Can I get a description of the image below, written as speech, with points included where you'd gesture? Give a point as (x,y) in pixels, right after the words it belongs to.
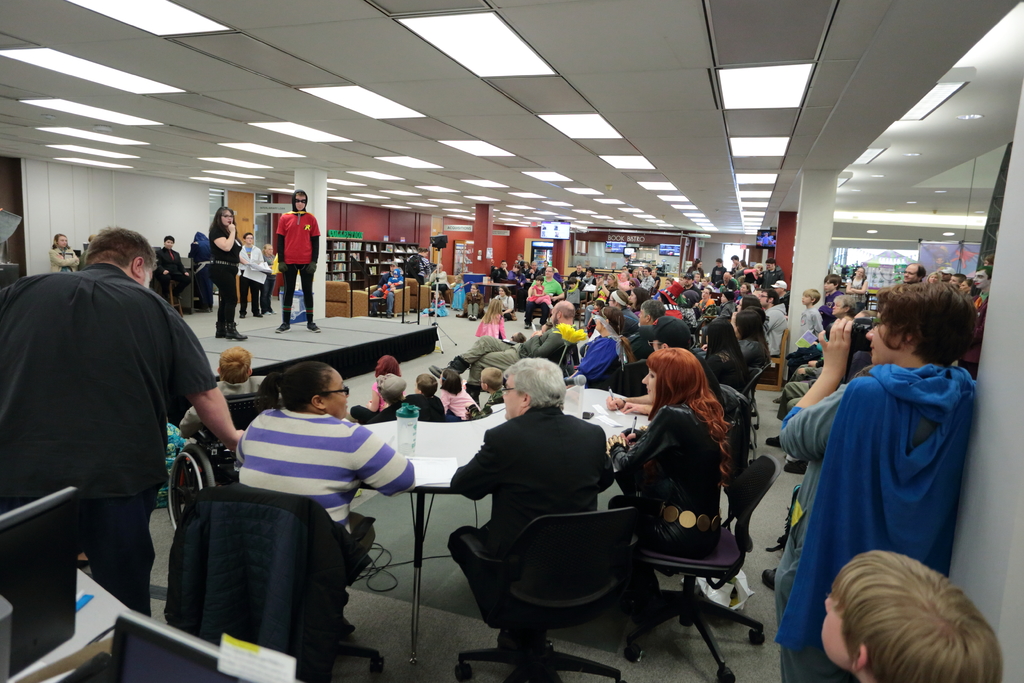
In this picture I can see a group of people (493,405) among them some are standing and some are sitting. Here i can see some people (239,266) on the stage (334,340) and here I can see some people (519,441) are sitting on chairs (622,545) in front of a table (437,427). Here I can see a man (879,408) is holding a camera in the hand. Here we have lights (608,134) on ceilings (525,128). In the background (486,247) I can see a pillar (482,235) and some other objects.
